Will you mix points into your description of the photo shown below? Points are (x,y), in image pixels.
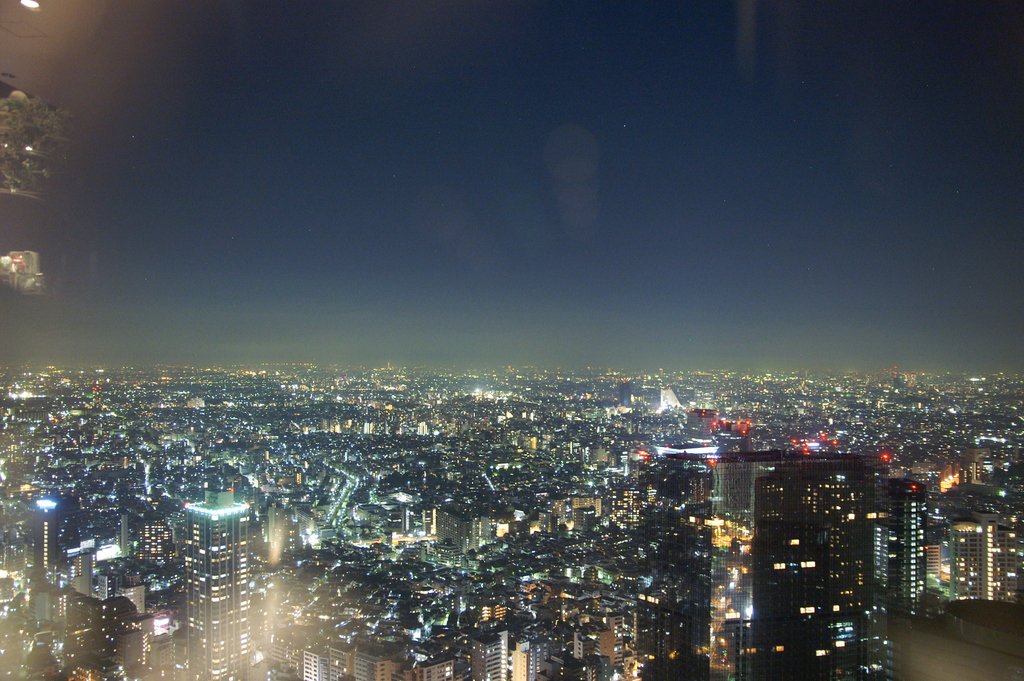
In this picture I can see buildings (365,538). In the background (474,242) I can see the sky (464,199). I can also see lights (393,536) on the buildings (314,583).
